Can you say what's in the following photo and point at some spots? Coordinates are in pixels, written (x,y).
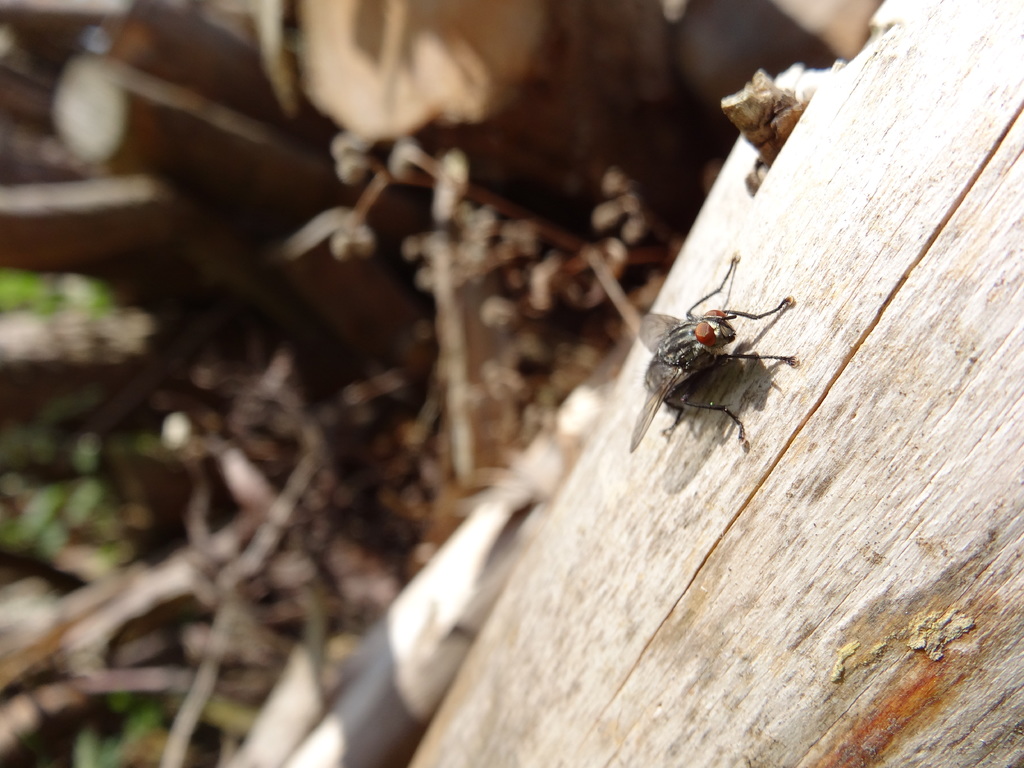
On the right side (770,292), I can see a fly (681,373) on a trunk (912,383). On the left side (140,601) there are some sticks (162,564) on the ground (80,400).
